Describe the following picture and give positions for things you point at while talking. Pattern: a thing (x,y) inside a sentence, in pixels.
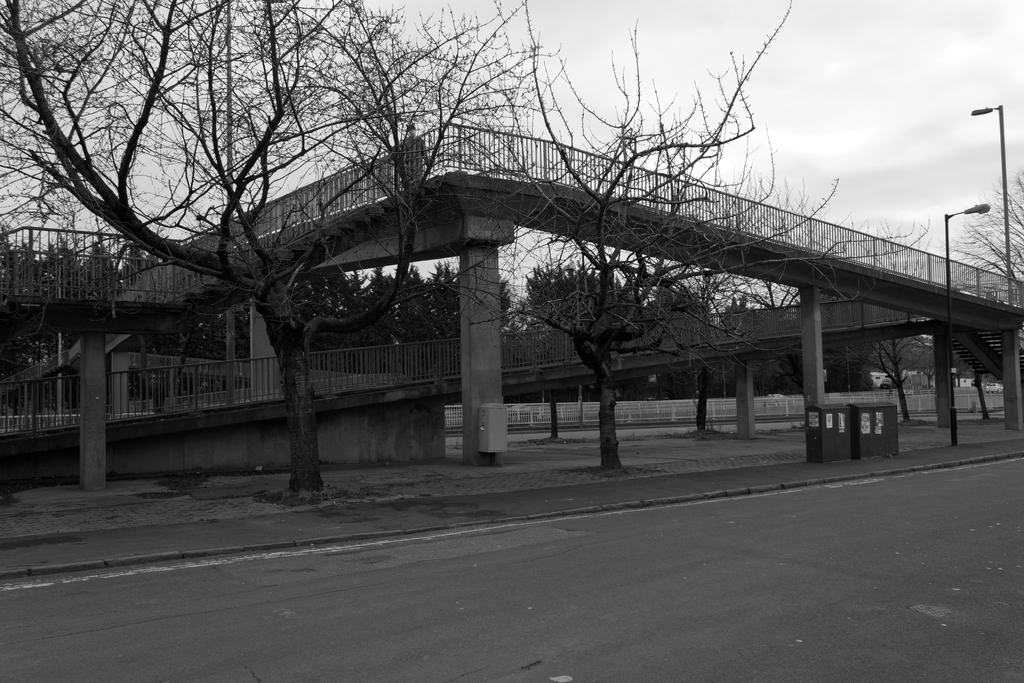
In this image we can see the bridge (695,339). Behind the bridge (469,270) we can see a group of trees (530,296). In front of the bridge (462,280) we can see few trees (614,453). On the right side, we can see the poles (972,210) with lights (986,206). At the top (1015,185) we can see the sky (553,122).
